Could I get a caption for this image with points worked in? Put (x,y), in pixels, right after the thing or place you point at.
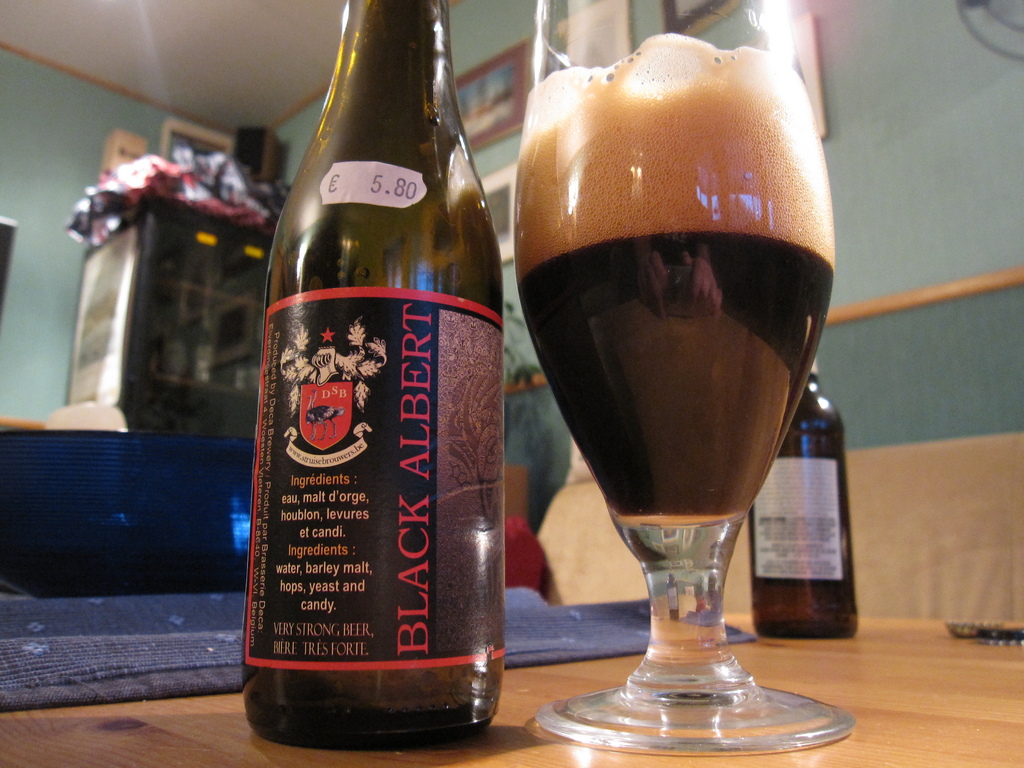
In the image we can see there are beer bottle (457,447) and beer glass (712,362) which is filled with beer (706,398) kept on the table (78,745). Behind there is a wardrobe (199,318) and there are speaker box (250,174) kept on the wardrobe (218,245) and there are photo frames (487,84) on the wall (998,154).
